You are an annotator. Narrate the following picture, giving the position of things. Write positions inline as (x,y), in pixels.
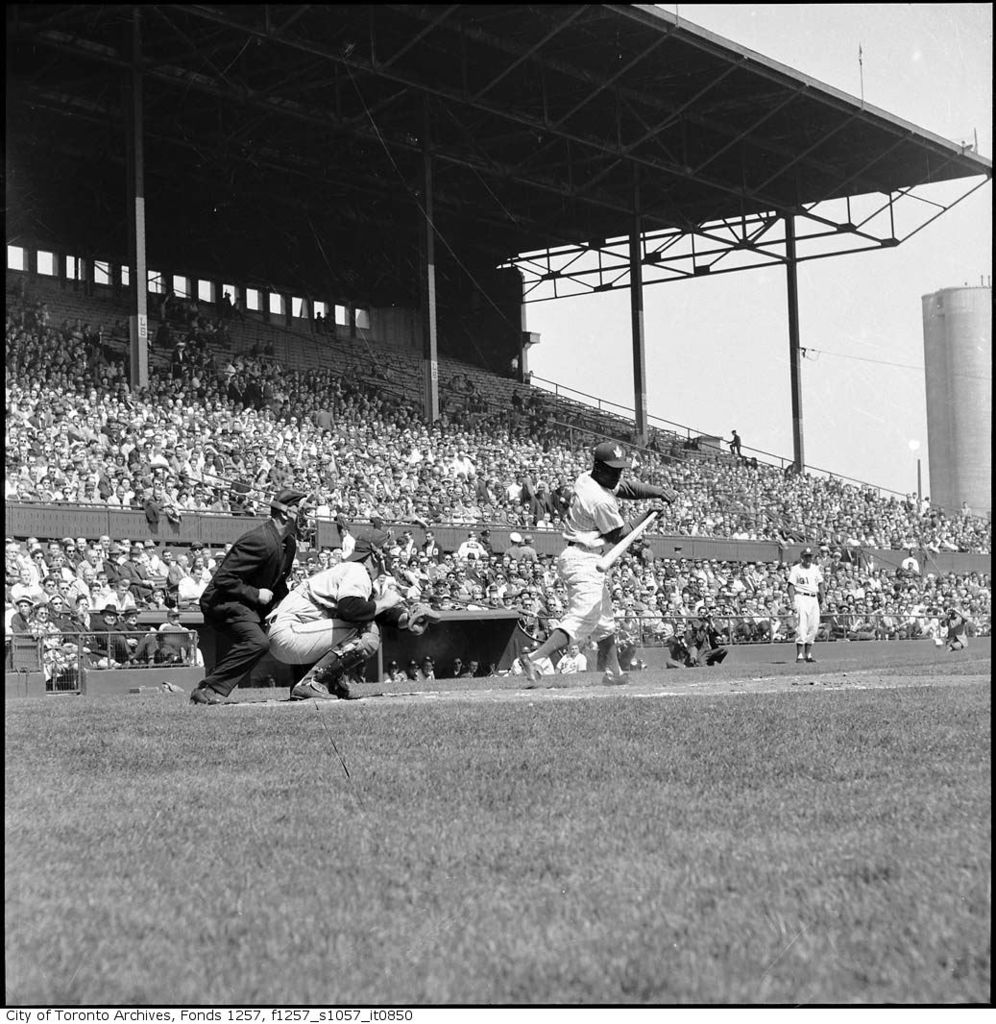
This is a black and white image and this image consists of a stadium (372,661) and ground (479,833). At the bottom of the image (318,912) I can see the grass (668,818). In the ground (774,865) I can see few people (598,590) are playing a game. A man (607,510) is wearing white color dress (578,558), holding a bat (648,518) in hands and standing. At the back of this person (566,619) there are two men (344,625) are sitting on the knees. In the background (475,469), I can see many people (314,425) are sitting on the chairs (71,494) and looking at the ground (745,719). On the right side (958,364) there is a building (953,374). On the top of the image (925,56) I can see the sky (908,61).
